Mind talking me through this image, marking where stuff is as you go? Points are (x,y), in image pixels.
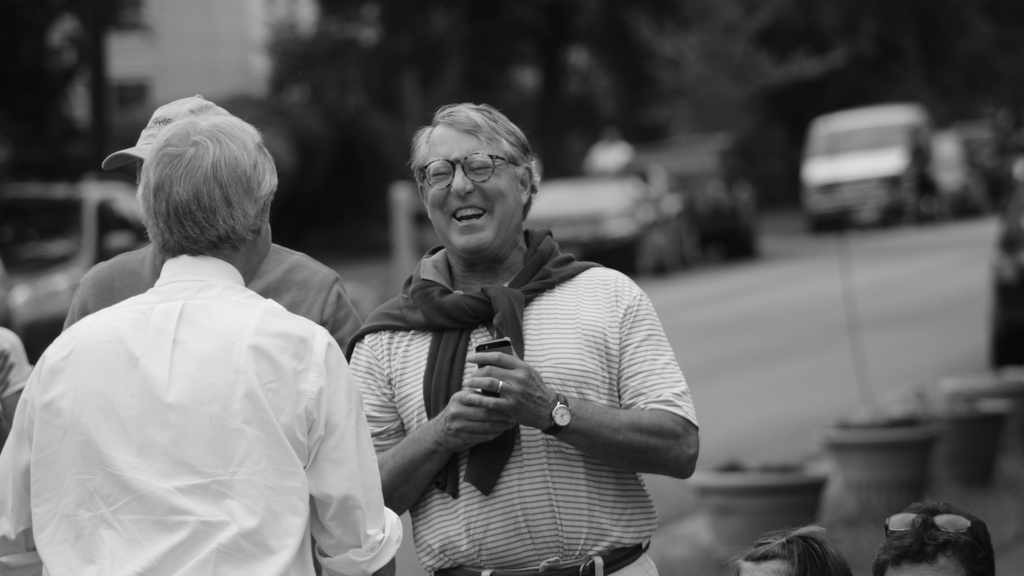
In this image I can see three persons (347,401) standing. In front (422,404) the person (467,381) is holding the mobile (497,342). In the background (682,164) I can see few vehicles (878,194) and few trees (566,83) and the image is in black and white.
